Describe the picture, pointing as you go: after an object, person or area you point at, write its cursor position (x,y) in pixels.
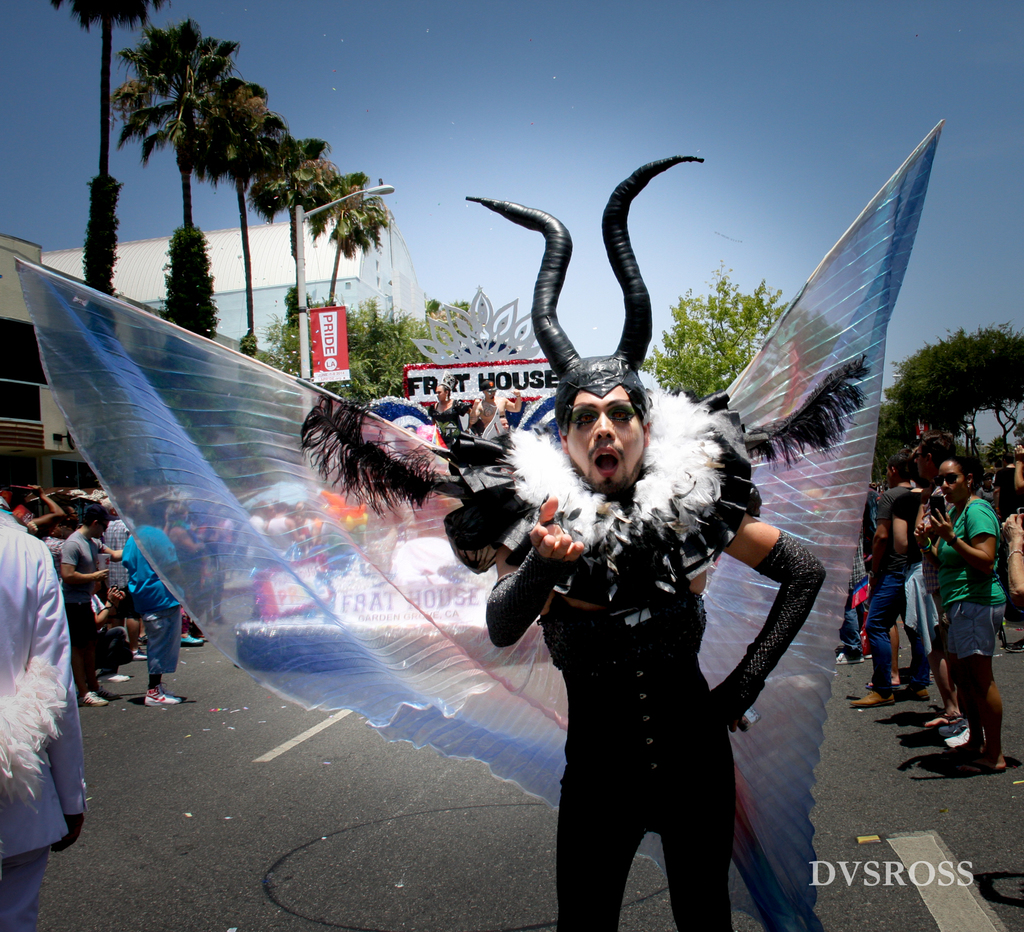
In front of the picture, we see a man (717,527) wearing the costumes (612,576) are standing and he is posing for the photo. At the bottom (348,858), we see the road (369,867). Behind him, we see many people (959,627) are standing and we see the boards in white and red color with some text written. There are trees (999,401) and the buildings (237,269) in the background (205,307). At the top (529,123), we see the sky (590,132), which is blue in color. This picture is clicked outside the city.
